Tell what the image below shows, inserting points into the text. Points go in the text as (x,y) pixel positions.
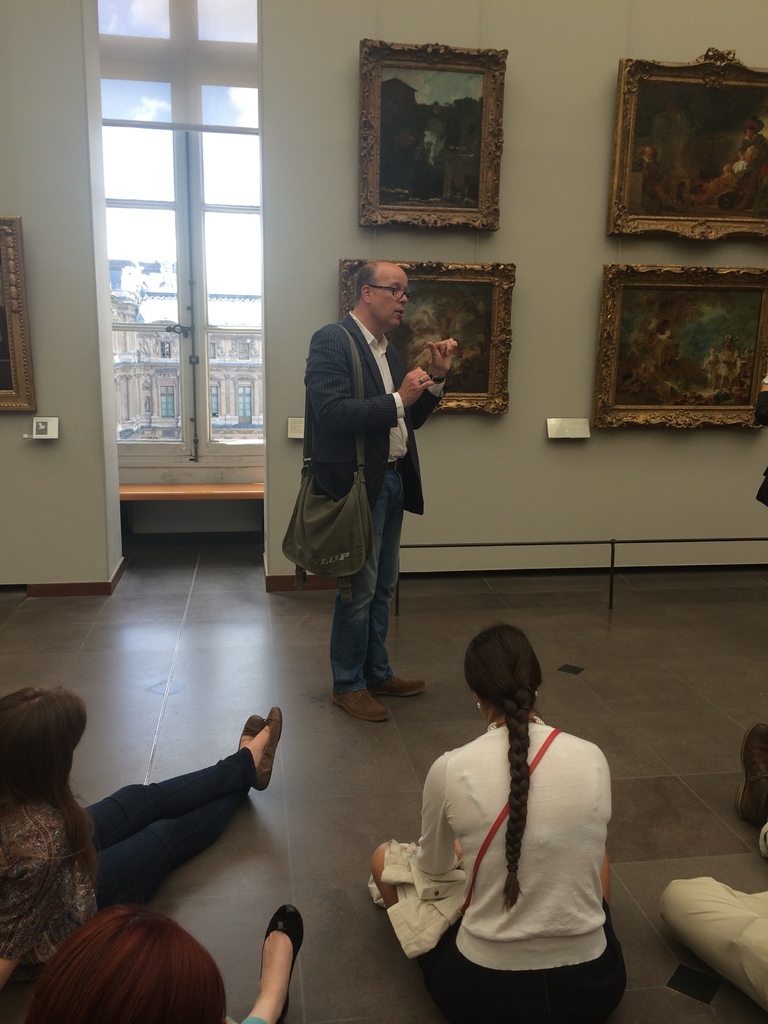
There are persons (60,834) in different color dresses (556,831), sitting on a floor (336,806), in front of a person (375,411), who is standing and speaking. In the background (456,362), there are photo frames (660,169) on the wall (634,463), there is glass door (226,146), through this window (221,357), we can see, there is building (167,312) and there are clouds (132,7) in the blue sky (153,17).
